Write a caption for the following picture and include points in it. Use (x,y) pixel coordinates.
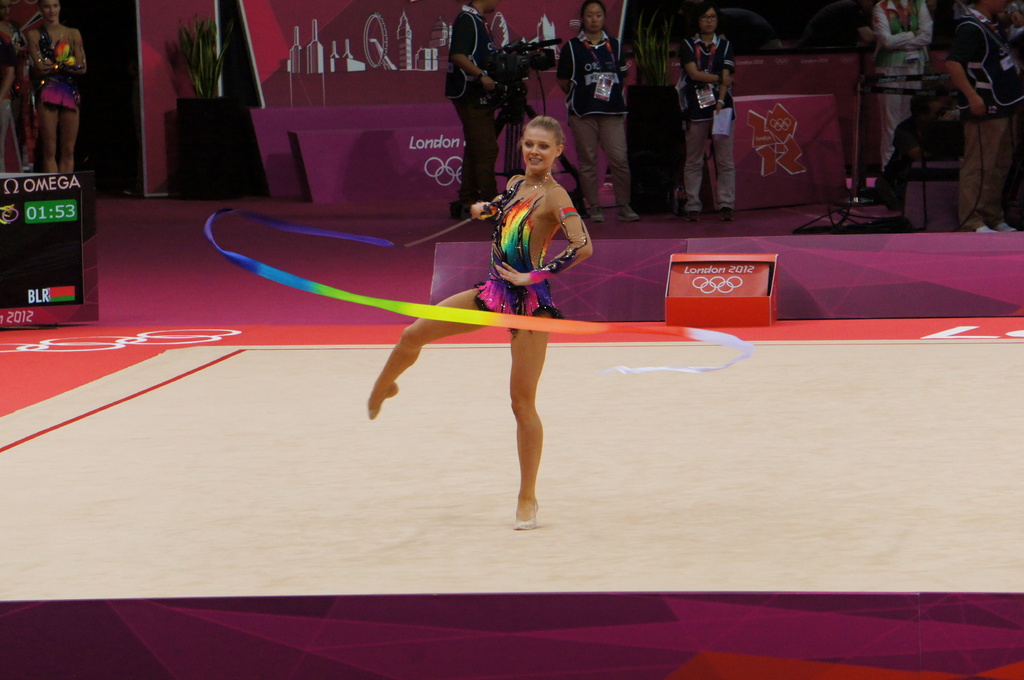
In the image we can see there are many people (84,67) standing and wearing clothes (609,65). This woman (528,298) is holding an object (436,233) in her hand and she is smiling. This is a poster (420,174), plant (206,84) and this is a floor (150,304).
